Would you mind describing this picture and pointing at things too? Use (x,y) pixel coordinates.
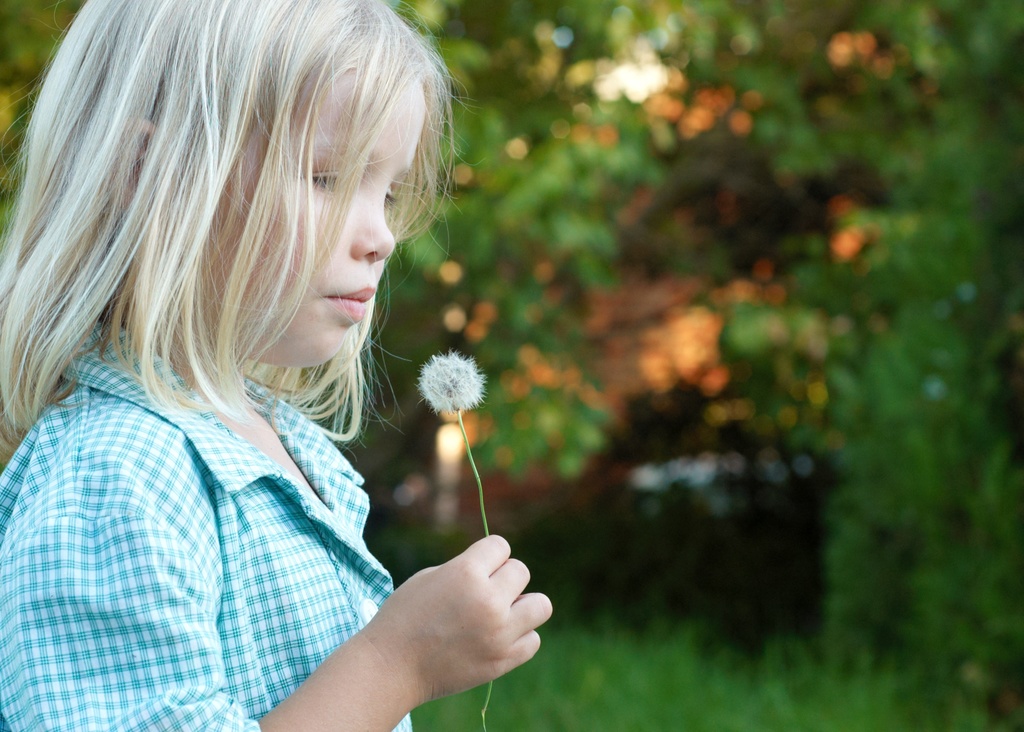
The girl (223,347) on the left side of the picture (140,545) wearing blue shirt (248,591) is holding a flower (472,386) in her hands (495,565). At the bottom of the picture (612,645), we see grass (864,673). There are trees (650,236) in the background (650,236). It is blurred in the background (776,362).
